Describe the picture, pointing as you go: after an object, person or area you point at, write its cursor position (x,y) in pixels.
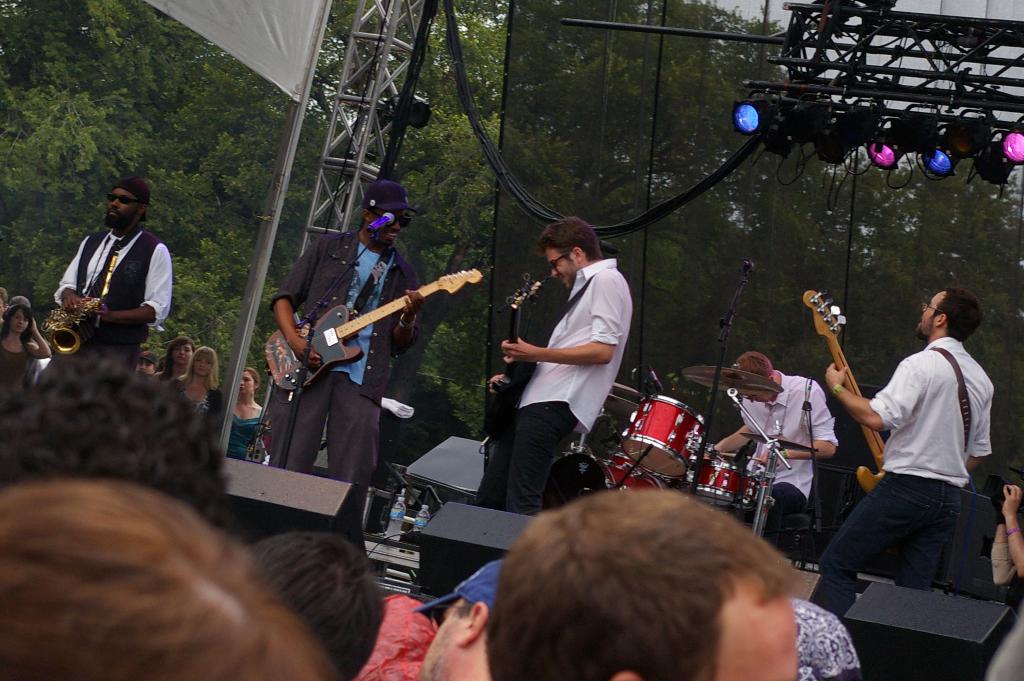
In this image i can see group of people (382,256) playing musical instruments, the man (157,310) standing at front wearing two shirts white in color, and two black jackets (125,298) at left, in front (58,448) there are few other members (66,545) standing, at the back ground (901,55) i can see few lights (882,146), railing (364,66), a tree (441,170), a man (345,251) standing at front wearing a cap (384,207).
